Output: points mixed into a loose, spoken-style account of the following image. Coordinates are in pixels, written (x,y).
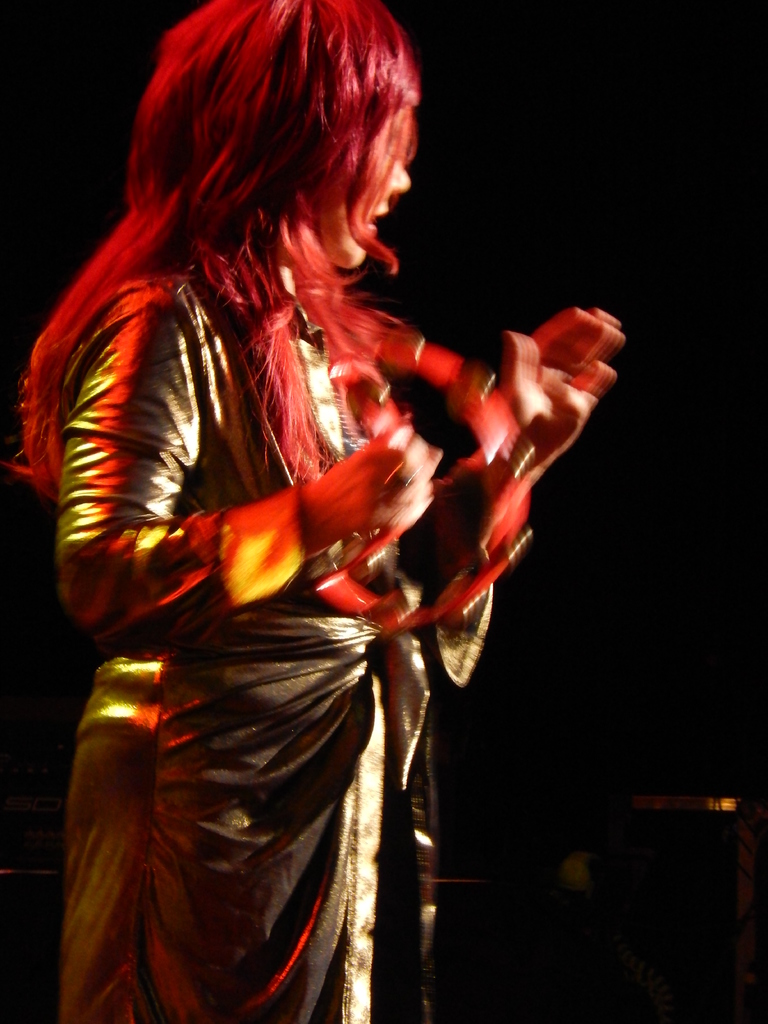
In this image I can see a person (367,926) standing. There is a black background (654,232).
